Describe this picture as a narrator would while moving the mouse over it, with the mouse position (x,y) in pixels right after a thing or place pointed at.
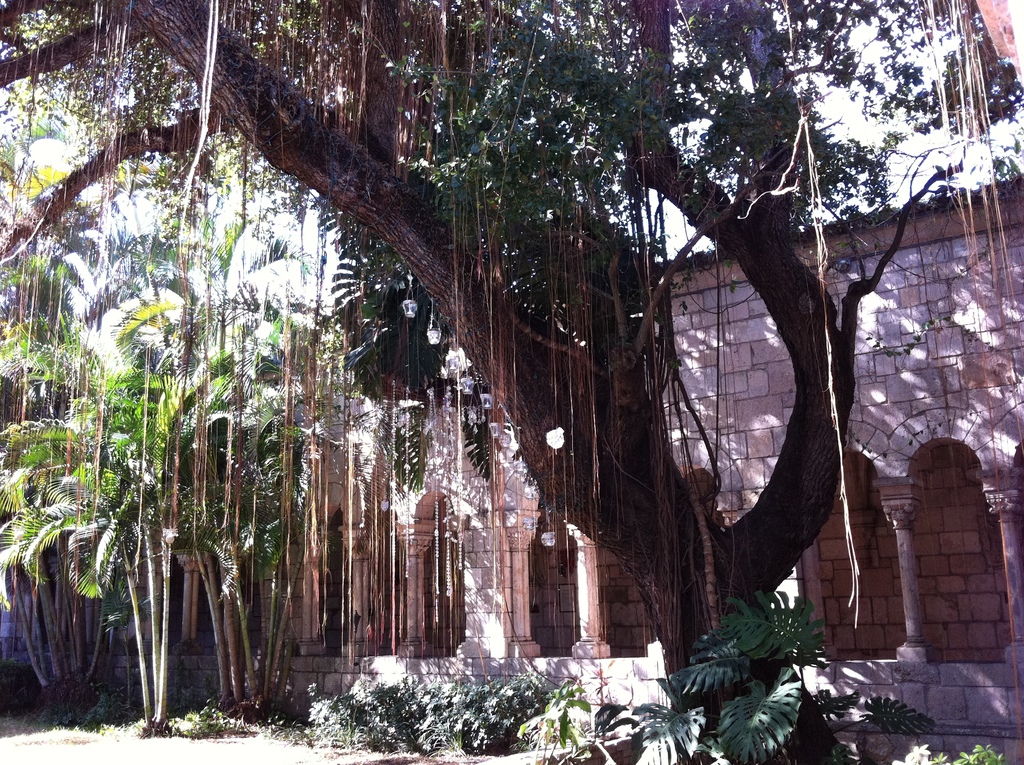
In the background (998,256) we can see the wall (711,307), pillars (507,641). In this picture we can see the trees (24,111). At the bottom portion of the picture (379,721) we can see the plants (575,698) and the ground (20,719).
